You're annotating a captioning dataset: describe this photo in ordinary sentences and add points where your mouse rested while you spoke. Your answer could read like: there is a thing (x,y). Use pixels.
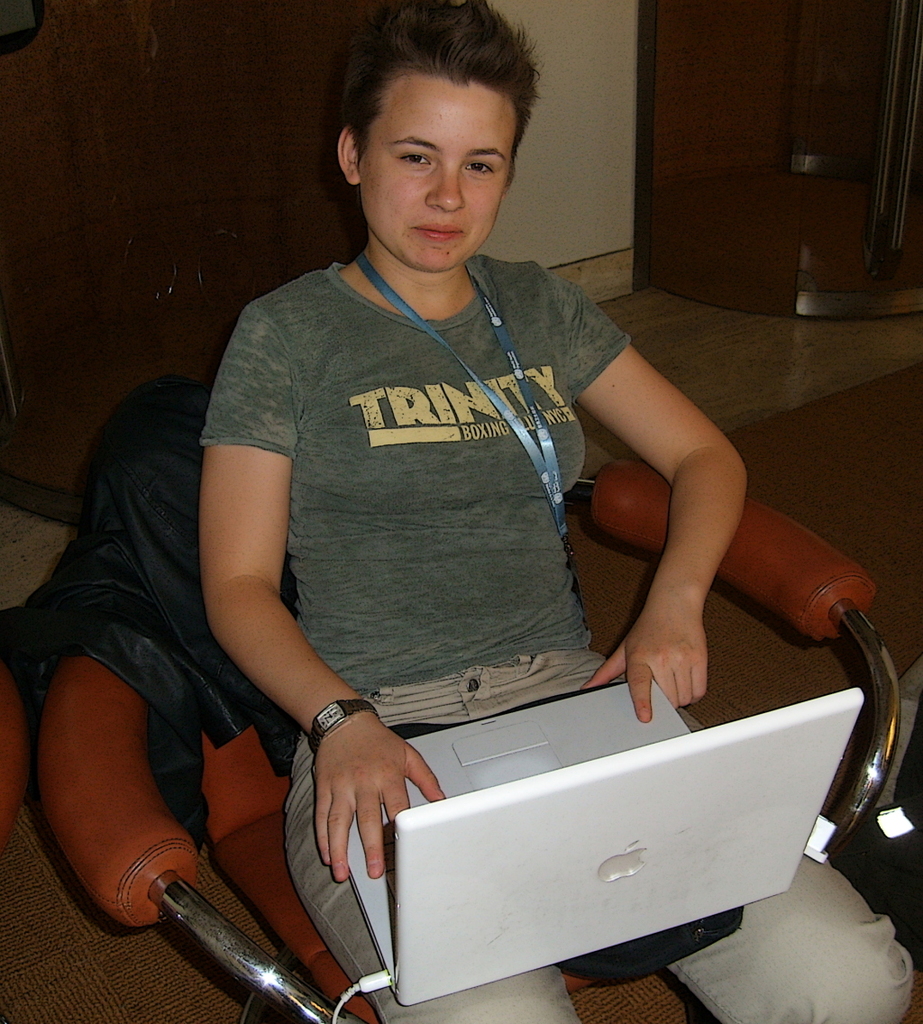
In this image we can see a person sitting on the chair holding a laptop (469,875) on her lap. In the background (700,139) we can see walls (596,149) and floor (758,339).
